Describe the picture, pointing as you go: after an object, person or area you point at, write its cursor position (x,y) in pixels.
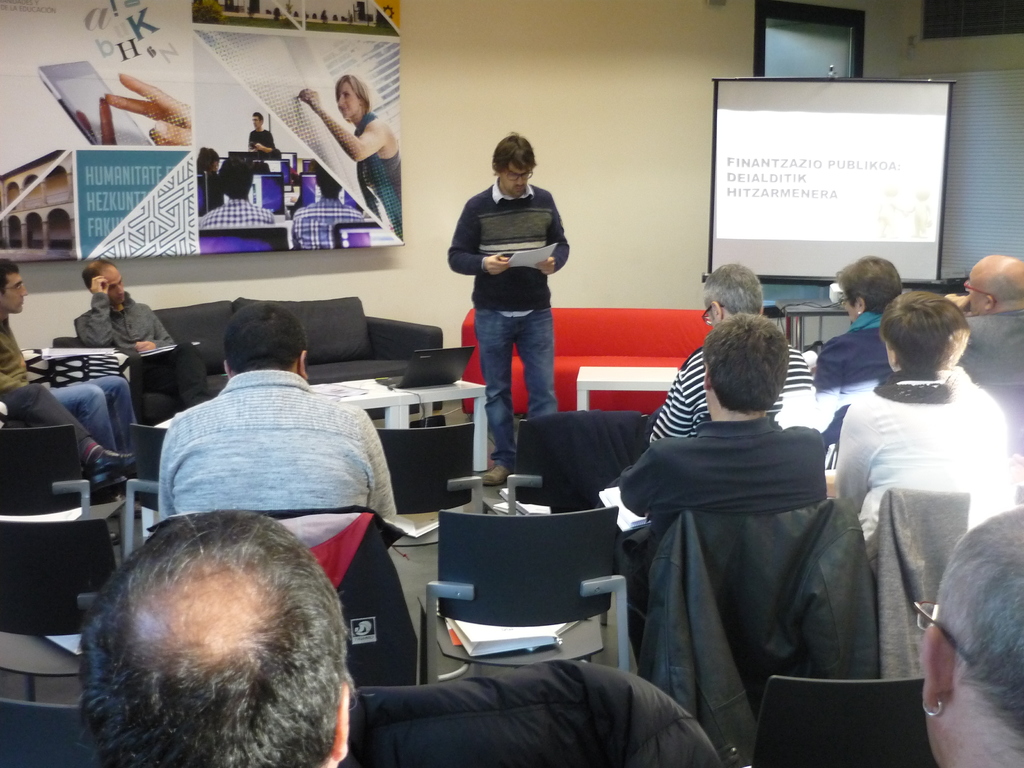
In this image there are some persons (689,428) sitting in the chairs (1,432) at bottom of this image (256,541). There is one person (507,314) standing in middle of this image (515,259) is holding some papers (534,260) and there is a screen (761,234) at right side of this image (802,185) and there is a poster (182,192) at left side of this image (167,186) and there is a wall (568,94) in the background (586,91).
